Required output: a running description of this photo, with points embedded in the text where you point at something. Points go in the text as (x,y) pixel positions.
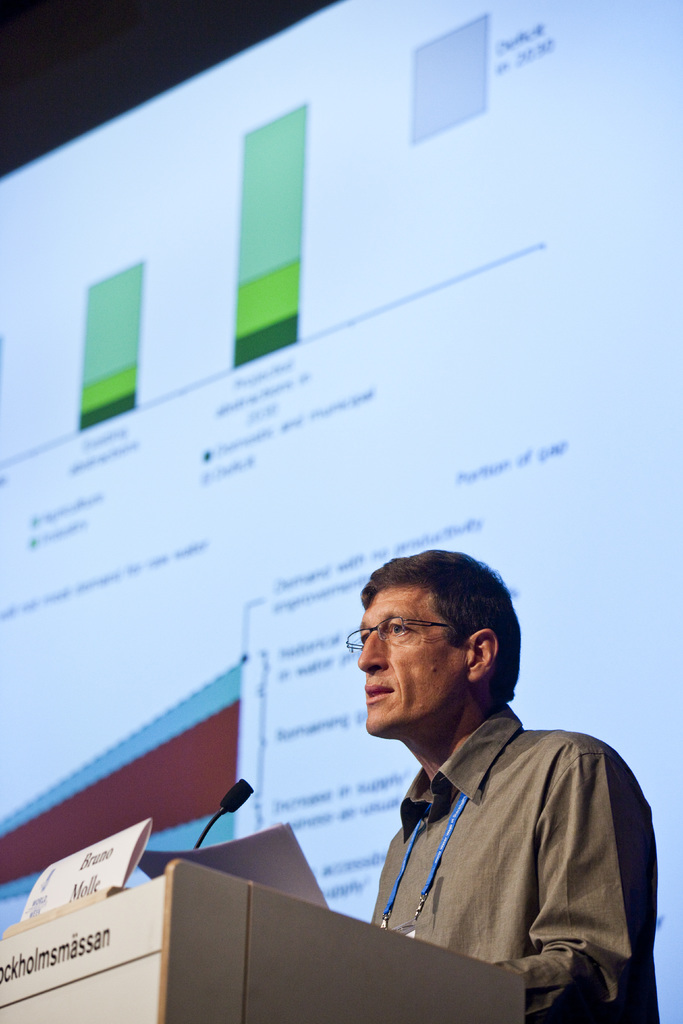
In this image we can see a man (448,877) standing at the podium (281,931) and there is a paper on it. In the background (467,325) there is a display screen (377,479).
